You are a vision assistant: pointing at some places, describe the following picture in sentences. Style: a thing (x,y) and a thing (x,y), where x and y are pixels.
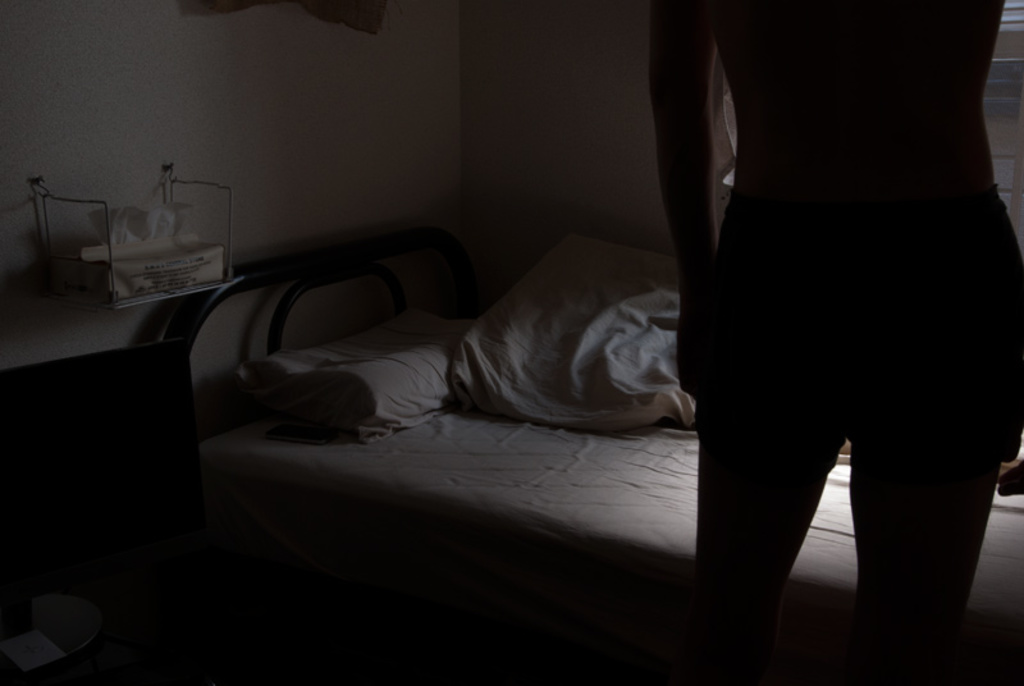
The image is taken in the room (361,272). In the center of the image (404,440) there is a bed (496,524) and we can see pillows (540,378) on it. On the right (868,520) there is a person (764,463) standing. On the left (102,529) there is a screen (129,541). In the background (283,159) there is a wall (297,159) and we can see a hanger (163,296).
